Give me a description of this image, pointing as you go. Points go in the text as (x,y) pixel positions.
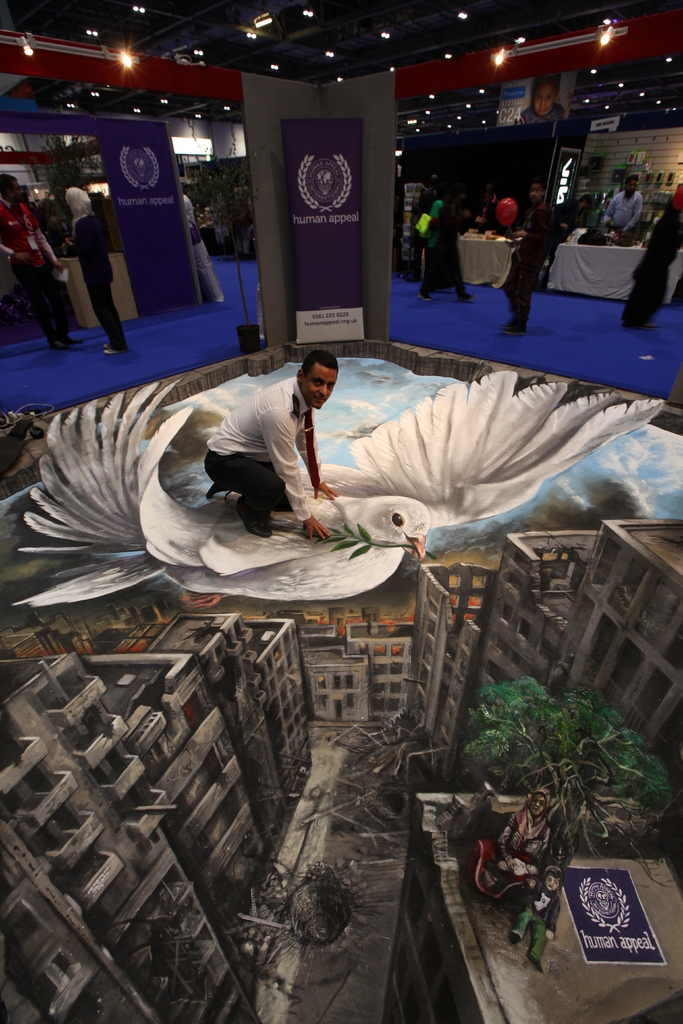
In the center of the image (315,379) there is a person (308,371) crouching. In the background of the image (111,339) there are many people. At the top of the image (152,94) there is a ceiling (573,11) with lights (263,17).
